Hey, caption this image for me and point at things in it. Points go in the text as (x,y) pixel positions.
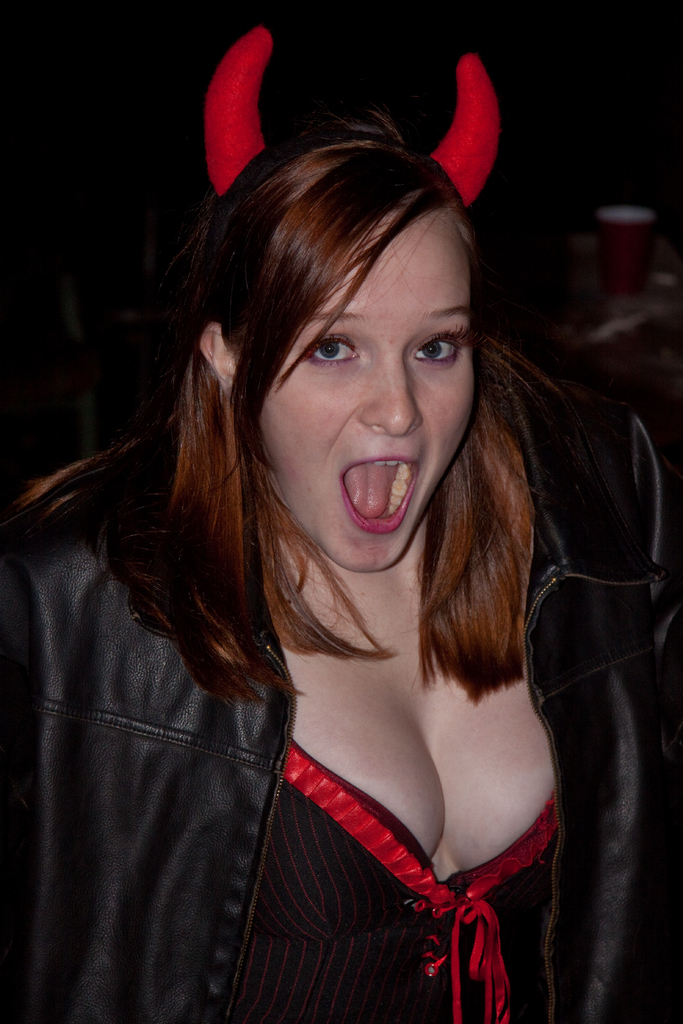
In this picture we can see a woman (134,863) wearing a jacket (81,646), horns (475,190) and in the background (112,160) it is dark.
